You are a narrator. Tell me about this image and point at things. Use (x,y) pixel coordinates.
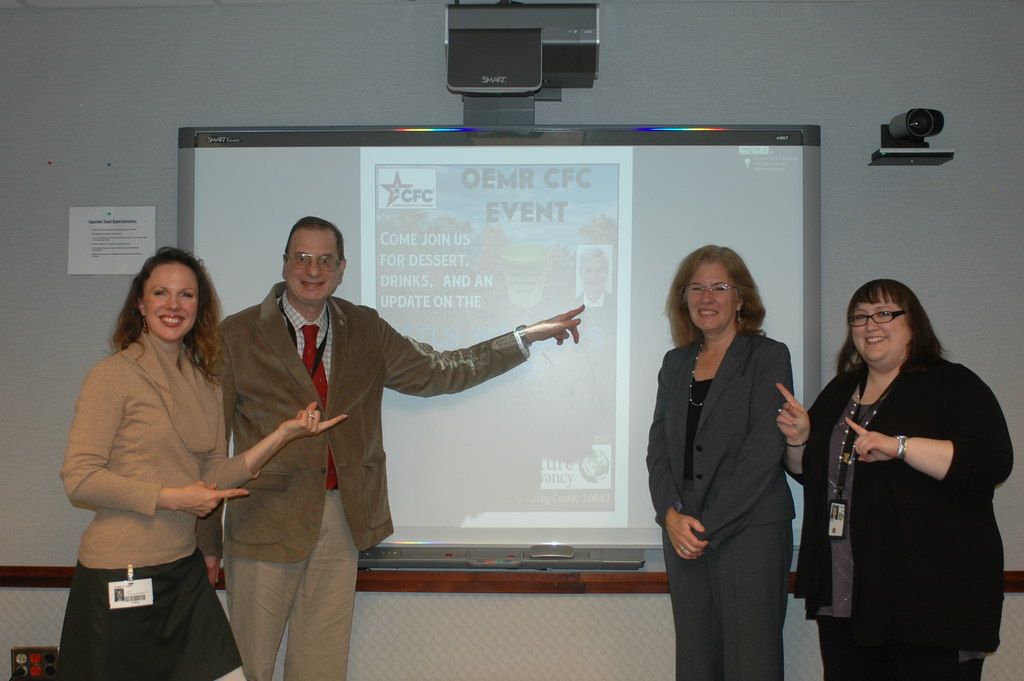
In this image we can see people (239,500) standing and smiling. In the background (541,429) there is a screen (776,132). We can see a wall (241,90) and there is a paper (78,268) pasted on the wall (88,329). On the right (924,121) there is a camera (899,147).
